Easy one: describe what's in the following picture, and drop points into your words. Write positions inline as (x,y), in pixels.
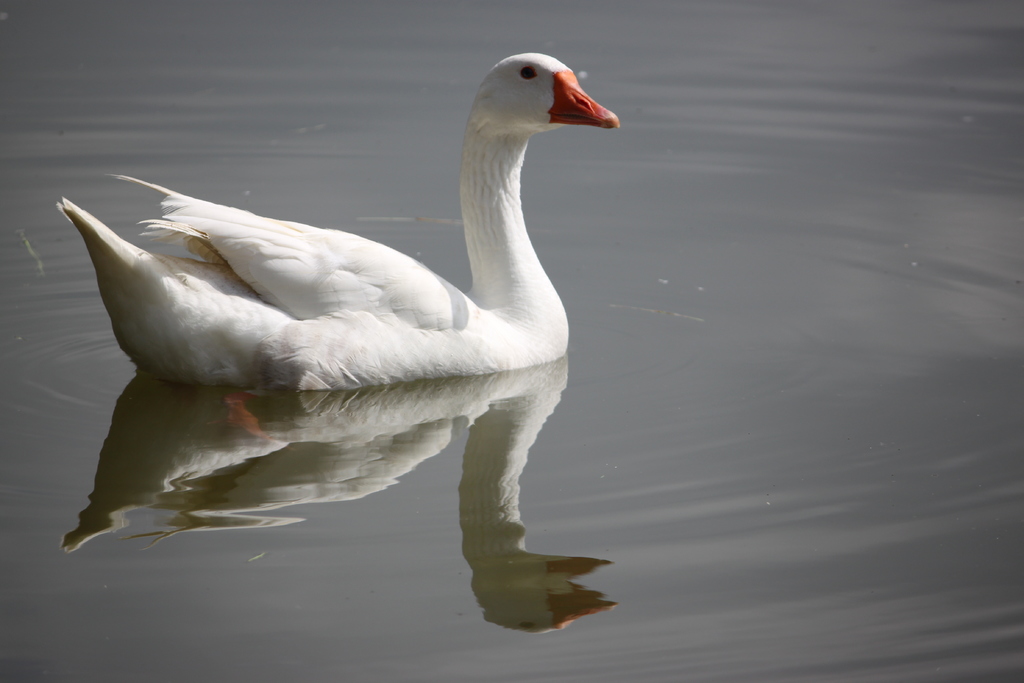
In this image there is a duck (549,356) in water (504,473) having the reflection (488,536) of the duck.
